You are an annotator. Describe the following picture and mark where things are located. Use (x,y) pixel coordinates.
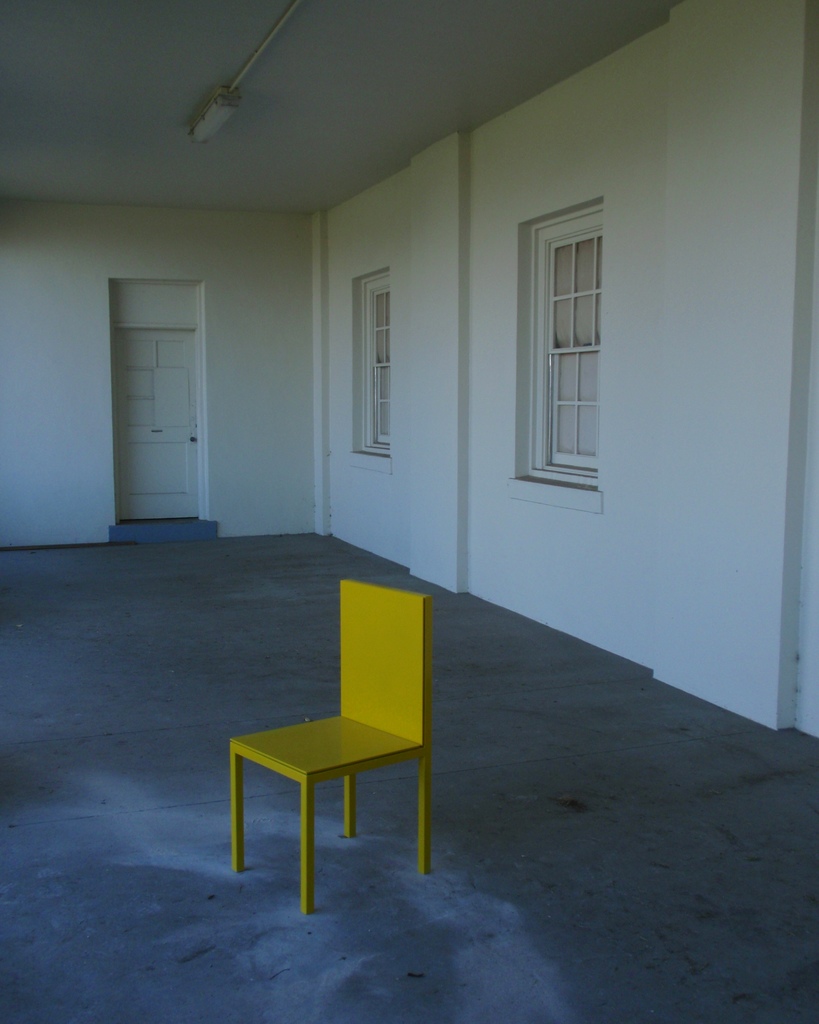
In the foreground (439,836) I can see a chair (328,742) on the floor (326,684). In the background (207,369) I can see a wall (264,421), door (178,405) and windows (597,403). On the top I can see a light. This image is taken in a hall (441,663).
